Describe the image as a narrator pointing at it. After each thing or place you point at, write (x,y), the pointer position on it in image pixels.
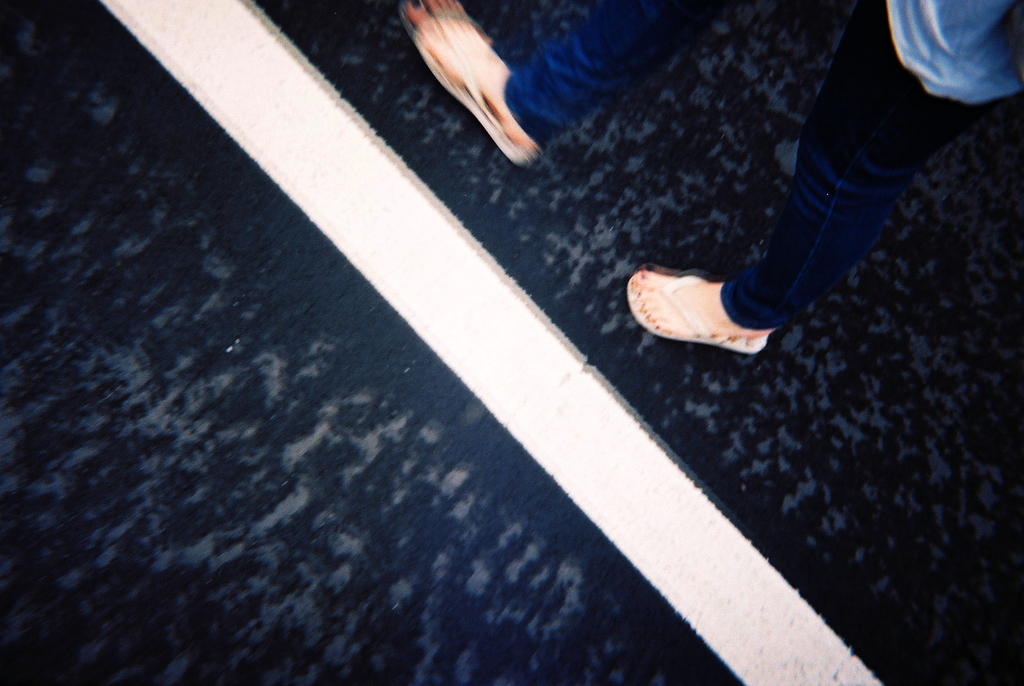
In this image there is a person (857,116) on the floor (195,592).
